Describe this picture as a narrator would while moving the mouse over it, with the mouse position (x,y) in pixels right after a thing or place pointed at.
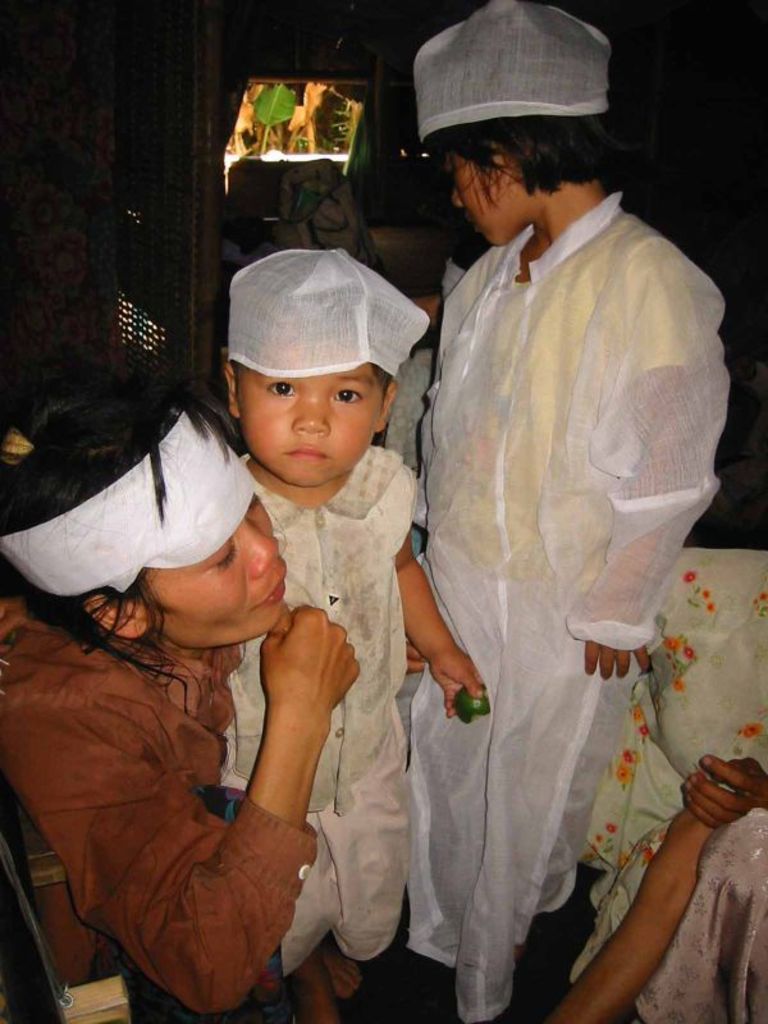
In this image we can see a few people (445,673), among them, some people (664,657) are sitting and some people (427,600) are standing, in the background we can see some objects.
